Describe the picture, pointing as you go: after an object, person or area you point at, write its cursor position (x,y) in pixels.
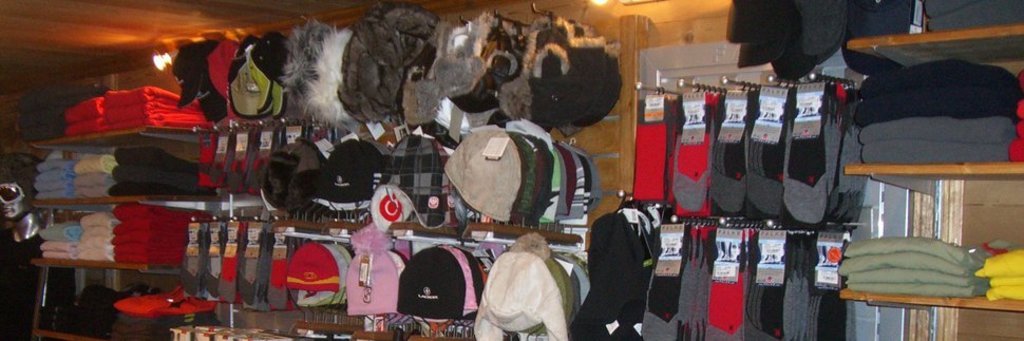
In the center of the image (540,142) we can see caps (272,168), clothes (127,107), socks (722,177) arranged in a rows. In the background (133,52) we can see light (155,59) and wall (603,35).
